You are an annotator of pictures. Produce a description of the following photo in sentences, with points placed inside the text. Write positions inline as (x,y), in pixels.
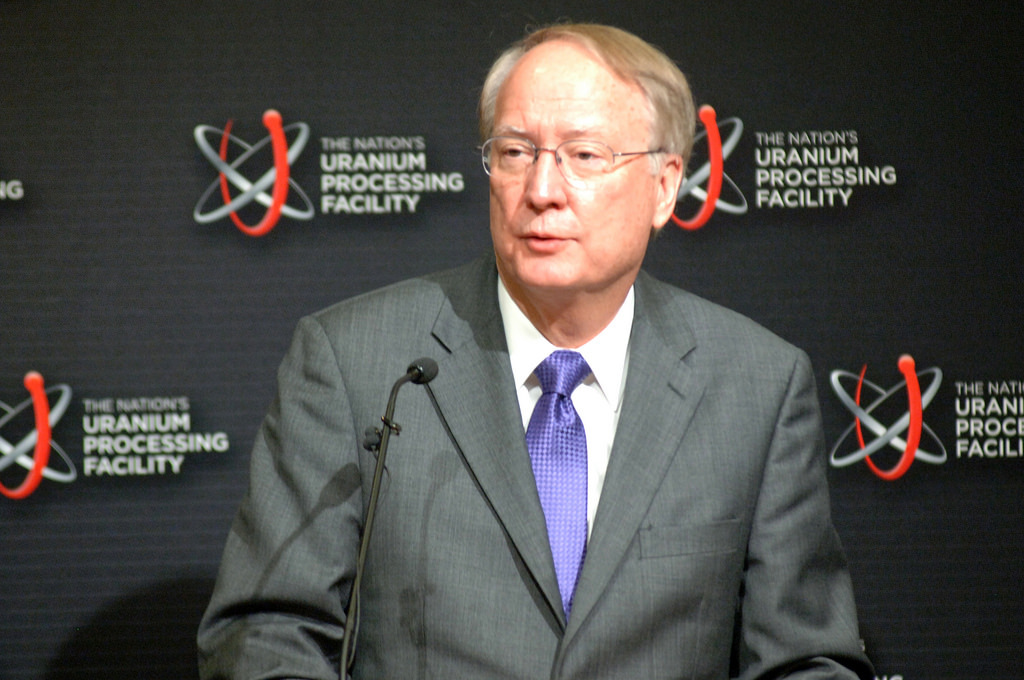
In the foreground (572,334) I can see a person (495,381) in front of a mike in suit (449,525). In the background (188,412) I can see a curtain (195,332) and a logo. This image is taken may be in a hall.
